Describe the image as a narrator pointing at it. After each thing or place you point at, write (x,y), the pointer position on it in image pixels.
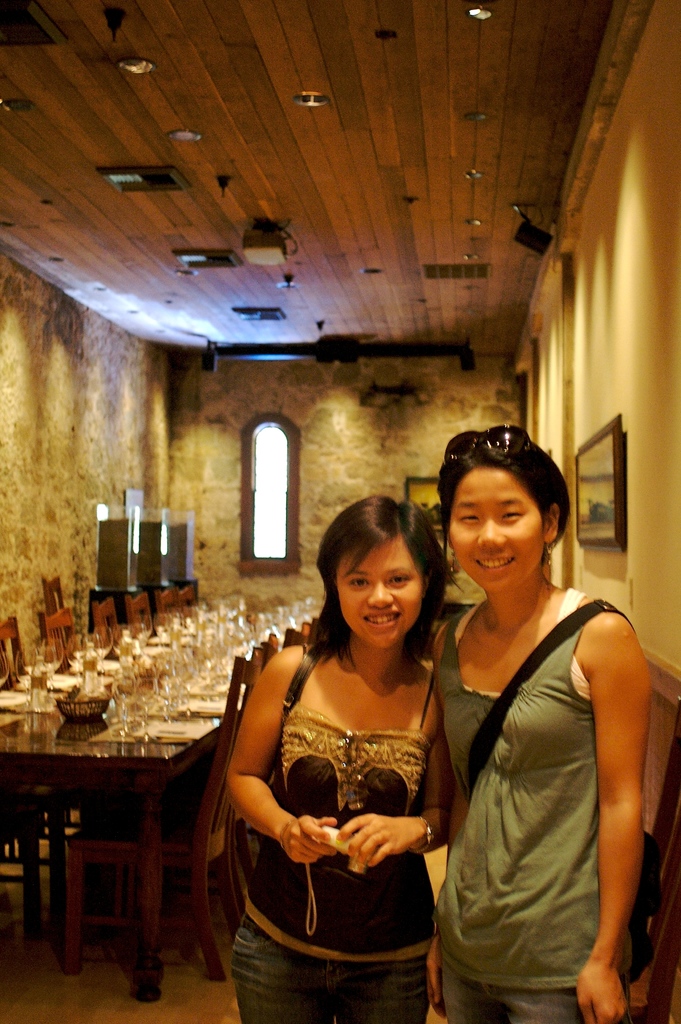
In this picture we can see the ceiling (575,90), frames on the wall (314,444). We can see a window (290,438), chairs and few objects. We can see a table (201,656) and on a table (118,778) we can see bottles (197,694), objects (156,712). On the right side of the picture (546,656) we can see the women (478,902) and they both are smiling. At the bottom portion of the picture (99,1002) we can see the floor (114,990).
